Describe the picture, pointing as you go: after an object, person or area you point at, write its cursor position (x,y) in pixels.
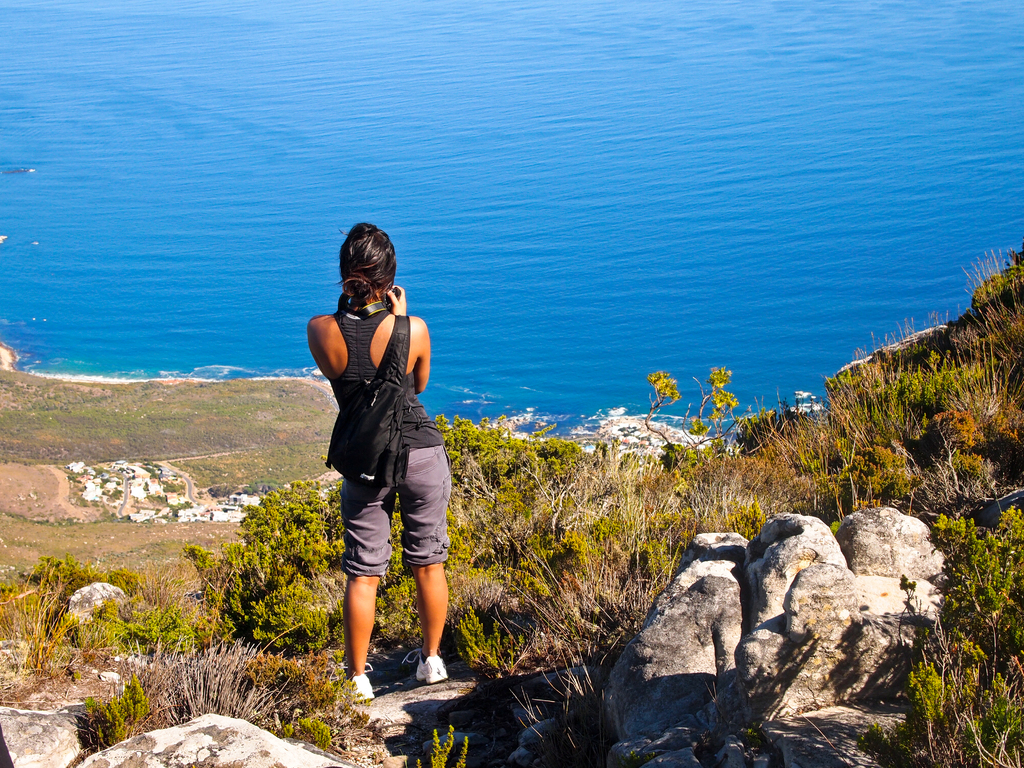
Here in this picture we can see a woman (354,390) standing over a place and we can see she is carrying a bag (391,364) with her and we can see rock stones (698,570) present on the ground (100,688) over there and we can also see grass (260,693) and plants (494,546) present all over there and in the front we can see water (75,154) present all over there and we can see she is holding something in her hand (397,299) over there.
